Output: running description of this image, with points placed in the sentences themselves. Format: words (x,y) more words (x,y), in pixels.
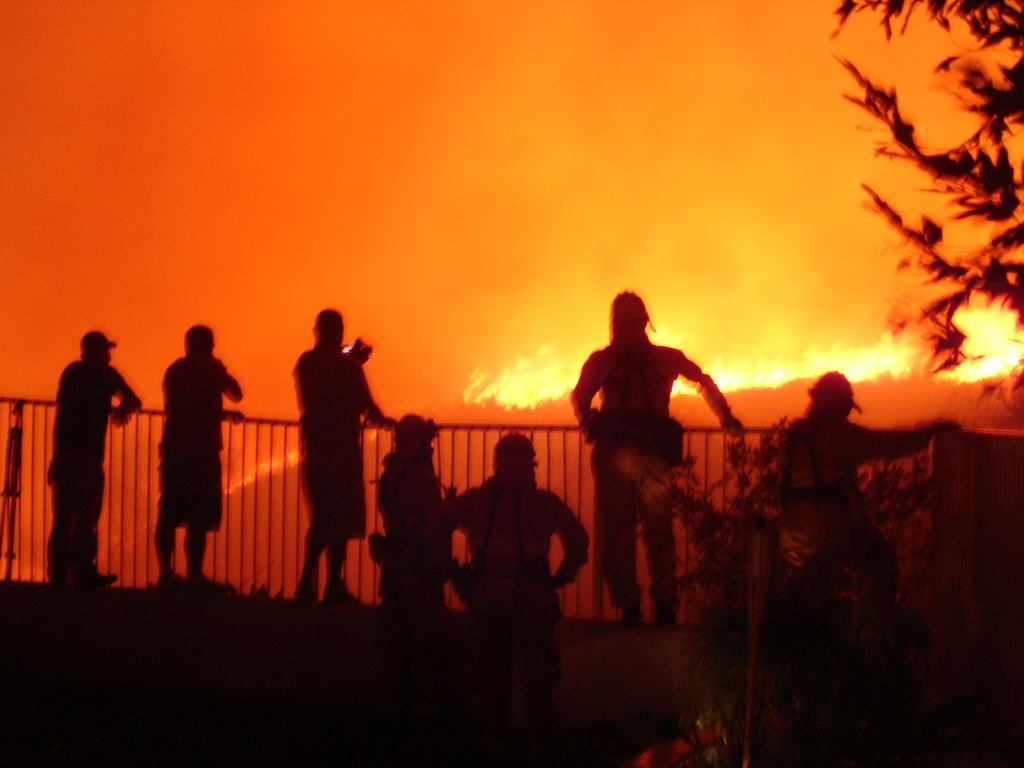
In this image I can see number of people (408,467) are standing near the railing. On the right side of the image (768,497) I can see a plant (713,724) and a tree (1015,106). In the background (442,393) I can see smoke (516,308) and the fire (1010,327).
